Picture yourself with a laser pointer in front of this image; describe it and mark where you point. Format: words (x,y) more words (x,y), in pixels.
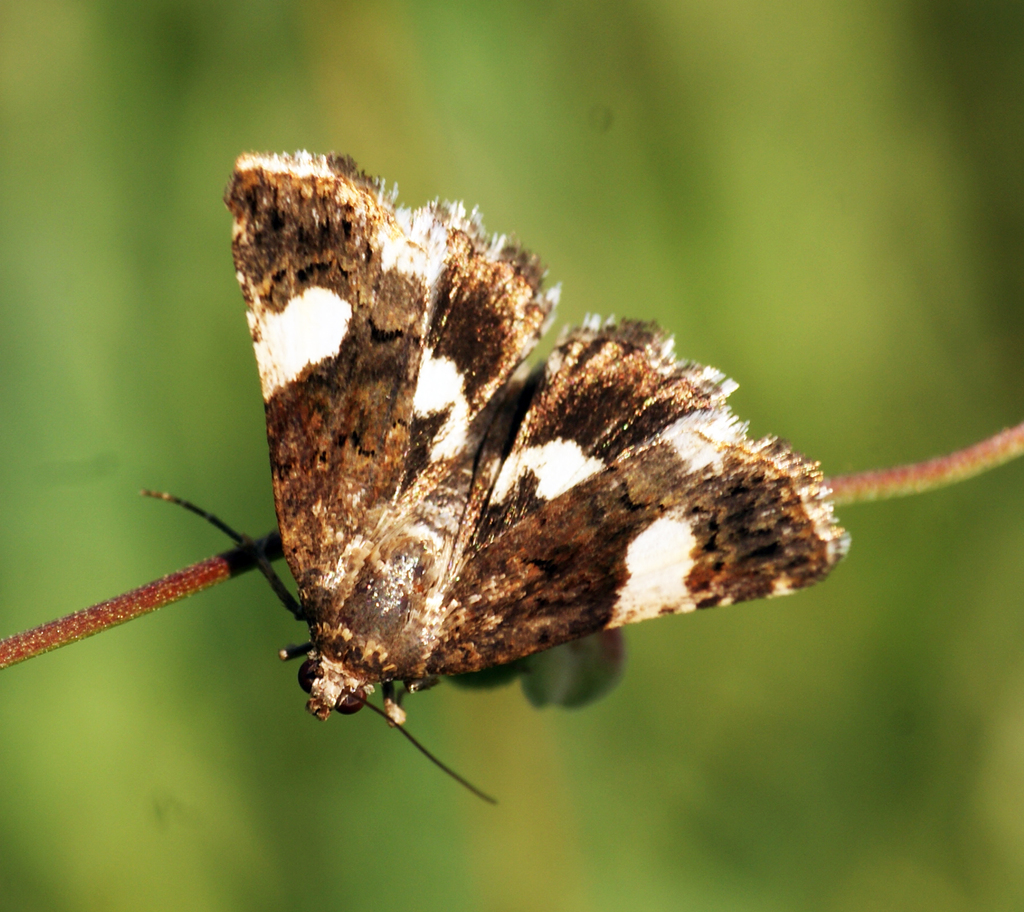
In this image I can see a insect (310,544) which is in brown and white color. It on the stem (118,602). Background (797,169) is in green color.
